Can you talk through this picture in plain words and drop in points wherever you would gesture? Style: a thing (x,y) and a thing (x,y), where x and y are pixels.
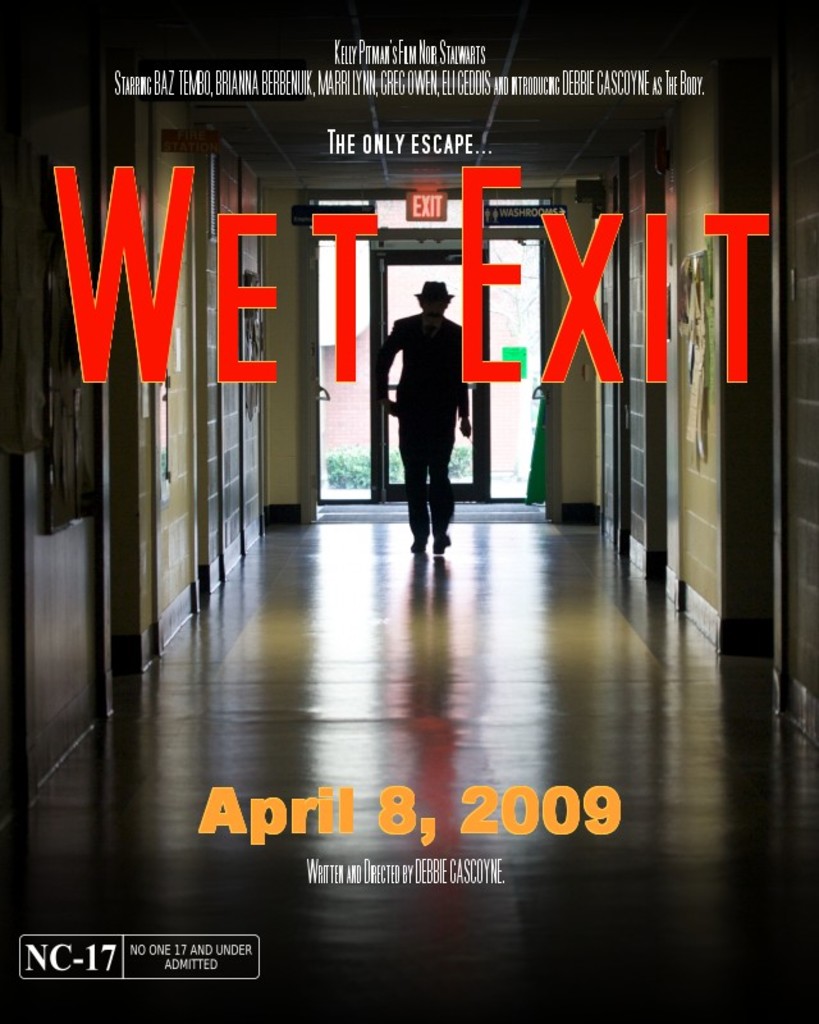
This is a edited image. In the center of the image (404,456) there is a person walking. There is text (154,329). There are doors (383,268). At the bottom of the image (476,958) there is floor (528,886).
